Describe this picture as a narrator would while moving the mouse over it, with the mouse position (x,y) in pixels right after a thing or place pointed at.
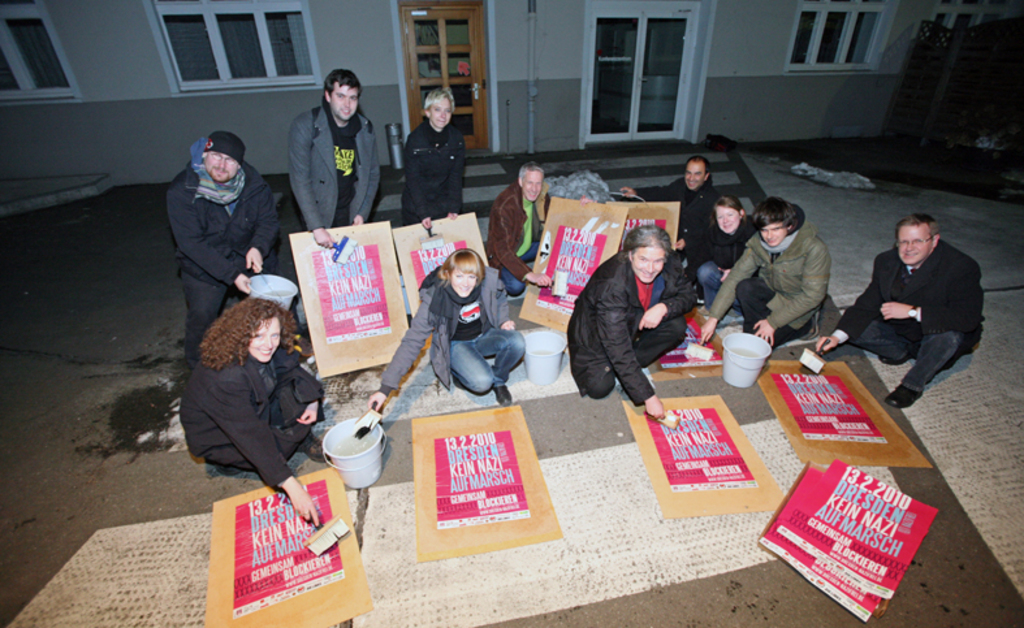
In the center of the picture (402,252) there are people (413,219), posters (347,277), buckets (357,421), brushes (357,421) and other objects (219,542). In the background (237,45) there is a building (92,33), to the building (344,61) there are windows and doors (604,56). On the right (979,67) there are some wooden objects (945,108).
